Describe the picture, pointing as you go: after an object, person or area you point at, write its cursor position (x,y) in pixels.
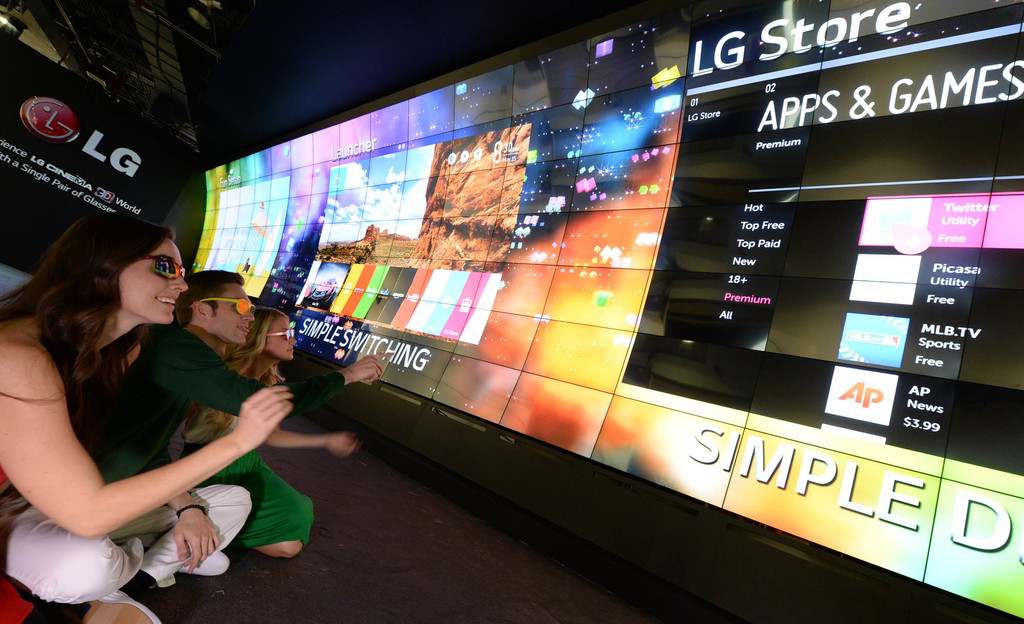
In this image, we can see the screen (529,373), banner (159,208). Left side of the image (25,455), we can see three people (233,501) are sitting on the floor (297,594) and wearing glasses (289,340). They are smiling. Top of the image (272,43), there is a roof (289,40).
